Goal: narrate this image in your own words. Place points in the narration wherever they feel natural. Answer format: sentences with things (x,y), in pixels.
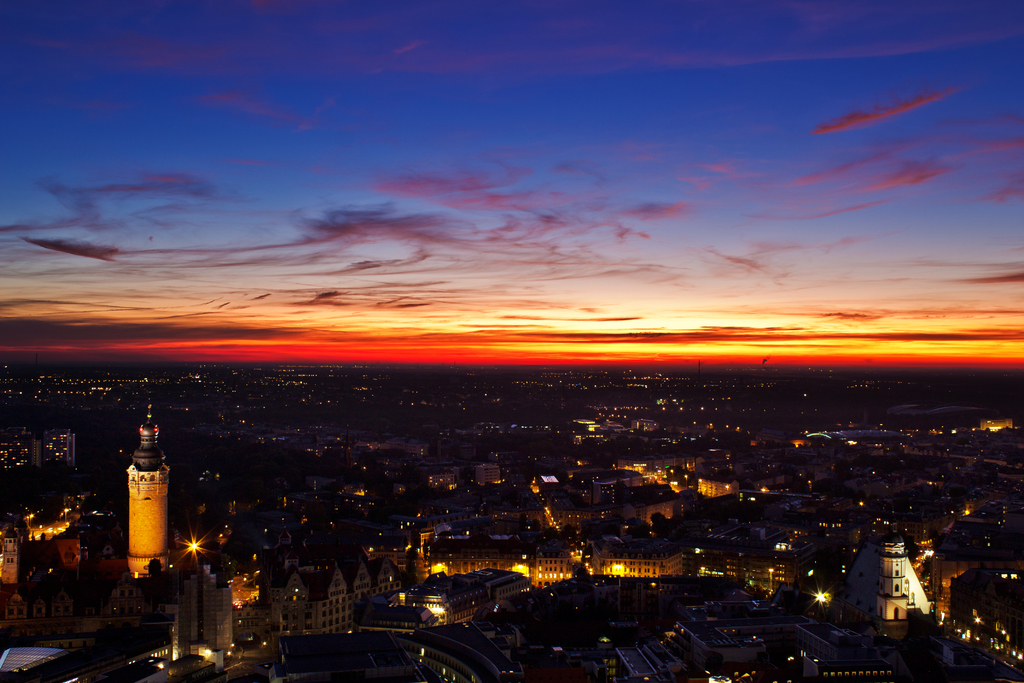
In this picture we can see the buildings (460,457) and lights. At the top of the image (58,181), there is the sky (390,237).
